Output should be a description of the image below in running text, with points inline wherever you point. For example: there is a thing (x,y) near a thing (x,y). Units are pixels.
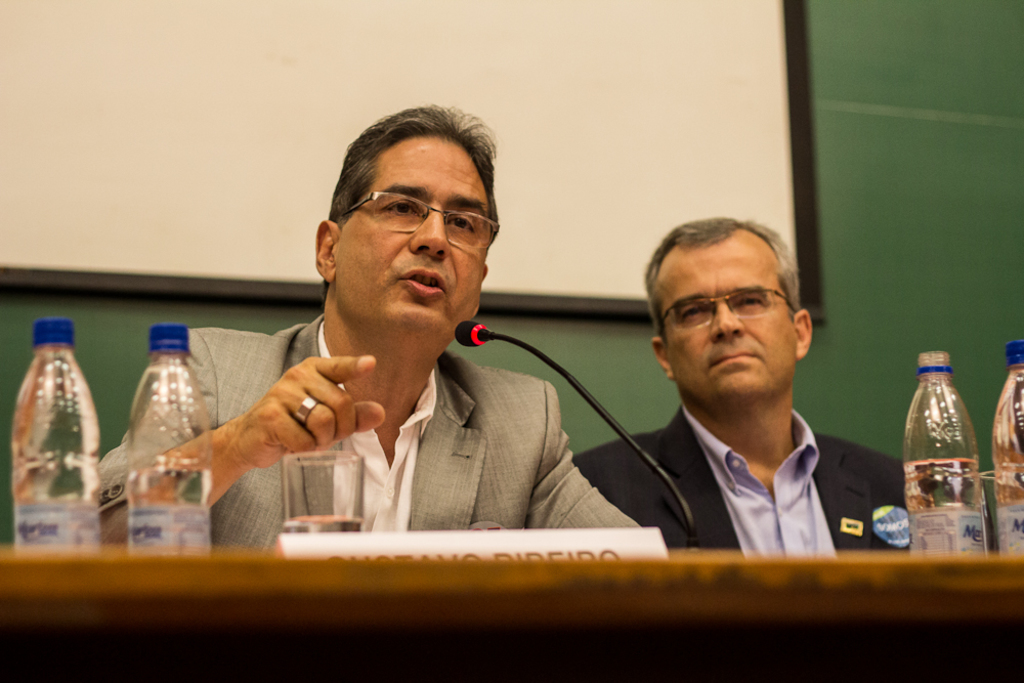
In this picture we can see two persons (656,276) sitting on the chairs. He is talking on the mike (496,333) and he has spectacles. On the table (177,653) there are bottles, and glasses (359,462). On the background (682,151) there is a screen (643,83) and this is the wall (957,226).
